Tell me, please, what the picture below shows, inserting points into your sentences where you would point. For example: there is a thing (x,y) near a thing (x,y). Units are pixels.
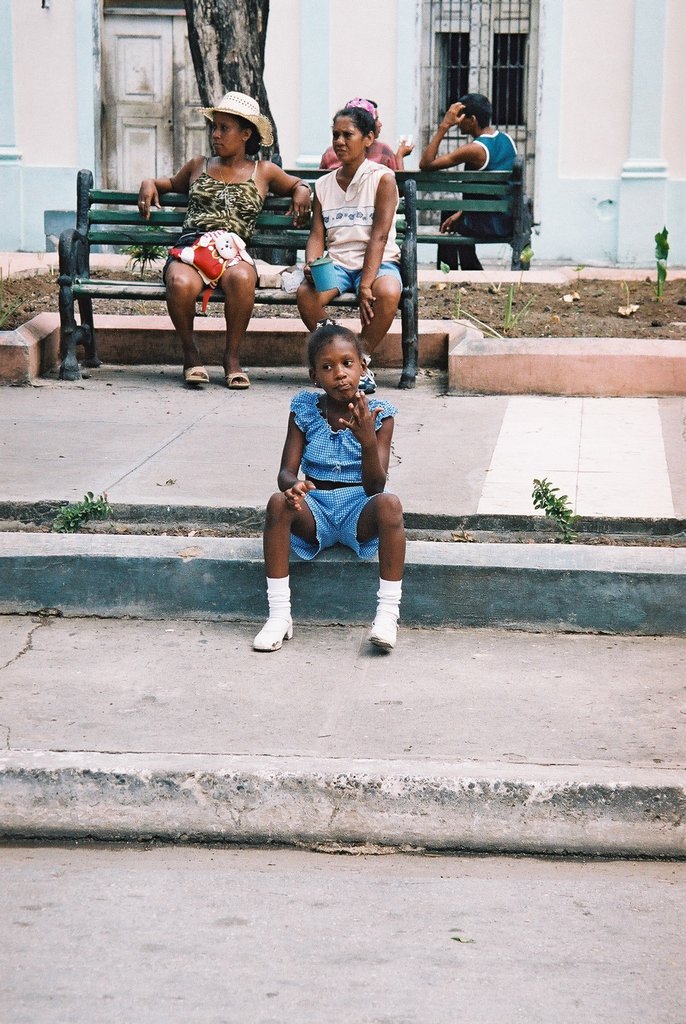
In the center of the image (325,405) there is a girl (308,494) sitting on the ground (349,653). In the background (482,215) there are persons (246,274) sitting on the benches (485,205). In the background (327,79) there is a tree (260,27), door (174,83), window (444,74) and wall (288,79).
